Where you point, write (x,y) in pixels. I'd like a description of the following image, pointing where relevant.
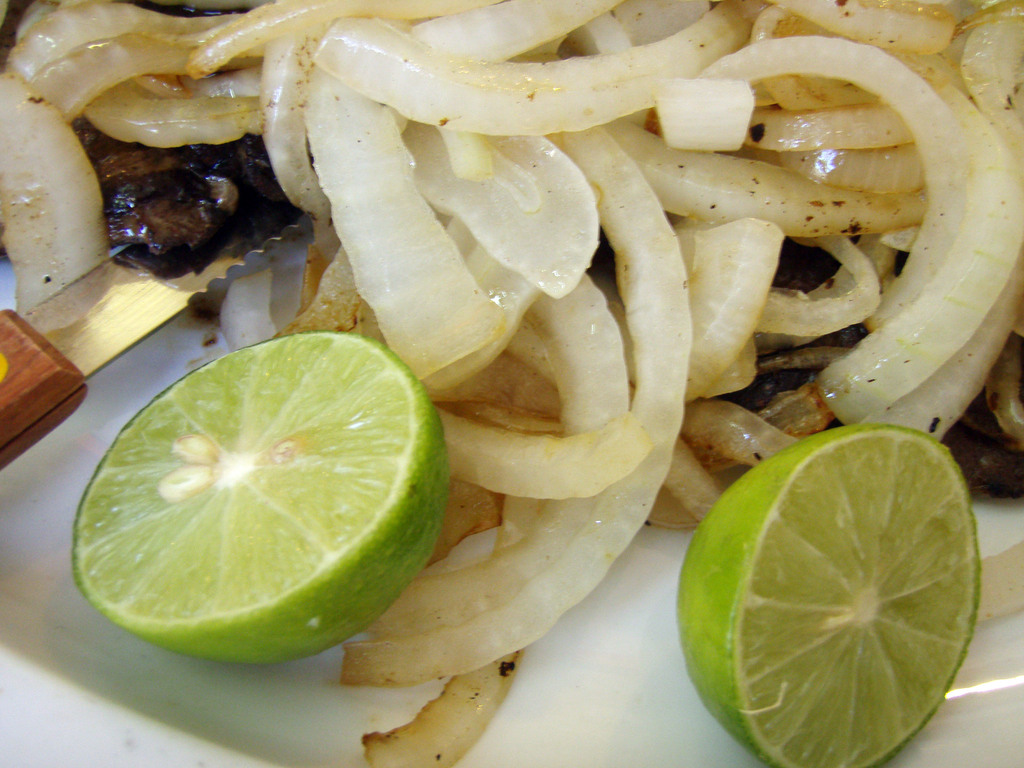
This image consists of food (159,395). In the front (543,371), we can see onions (482,245), lemon (325,428) and a knife (22,364) kept in a plate (80,690).
